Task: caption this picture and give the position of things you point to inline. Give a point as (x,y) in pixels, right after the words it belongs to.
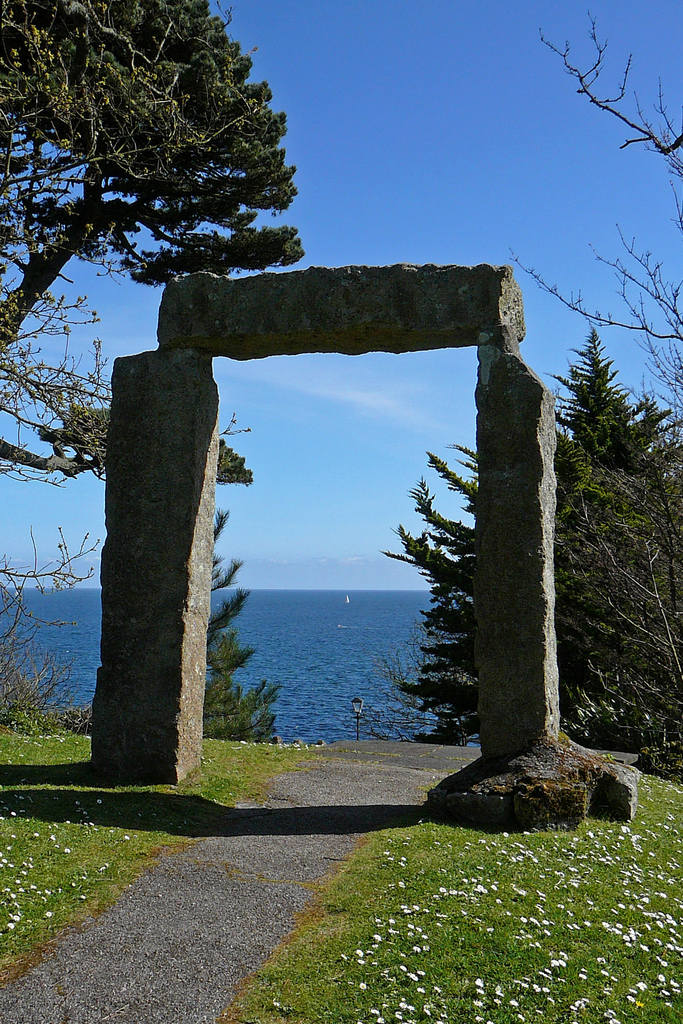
In this image there is an arch (145,597) made up of stone (510,603). On both there are trees (458,528), grassland (571,912). In the background (306,619) there is water body (284,617). The sky (304,573) is clear.
